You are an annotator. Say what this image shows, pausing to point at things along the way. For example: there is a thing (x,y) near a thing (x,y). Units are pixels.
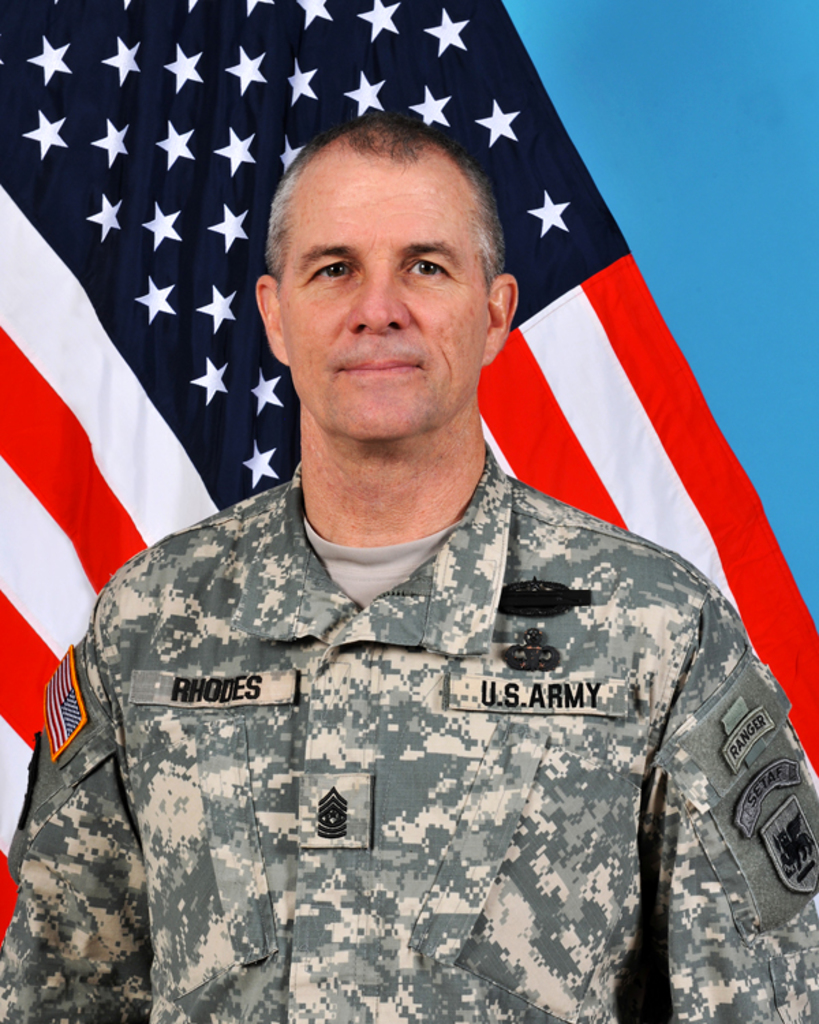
In this image I can see a man (324,595) in front (445,1005). I can see he is wearing uniform (426,685). In the background (19,65) I can see a flag (563,263) and blue colour.
